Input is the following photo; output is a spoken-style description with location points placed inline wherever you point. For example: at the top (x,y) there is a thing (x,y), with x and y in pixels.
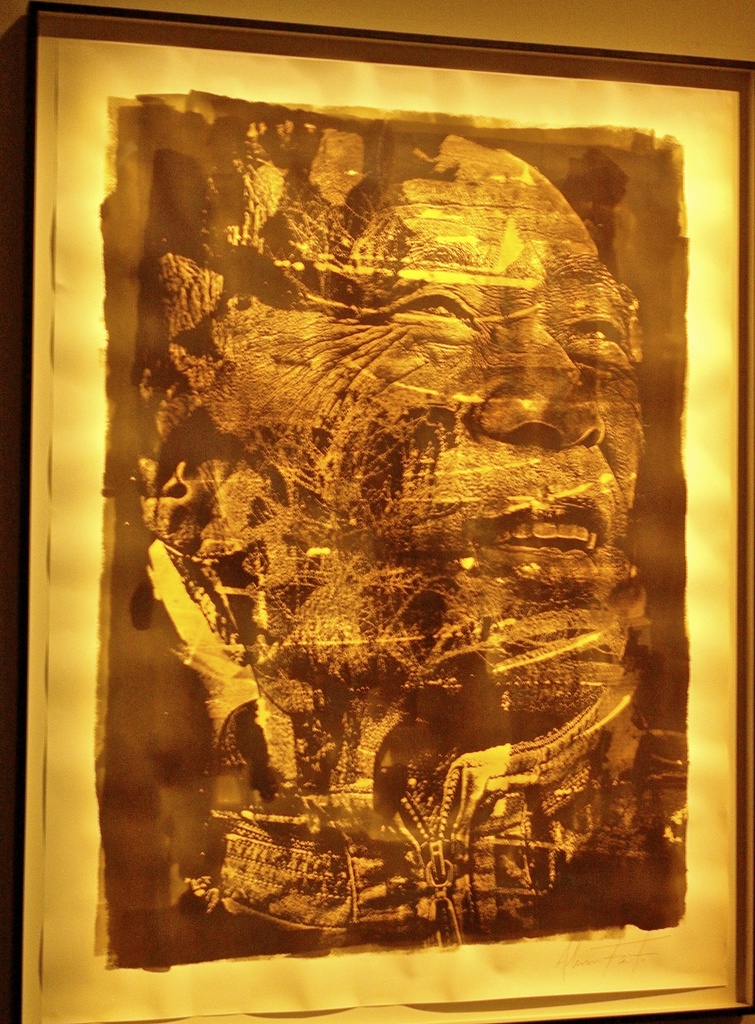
In this image we can see a photograph (338,629) with painting (254,802).
